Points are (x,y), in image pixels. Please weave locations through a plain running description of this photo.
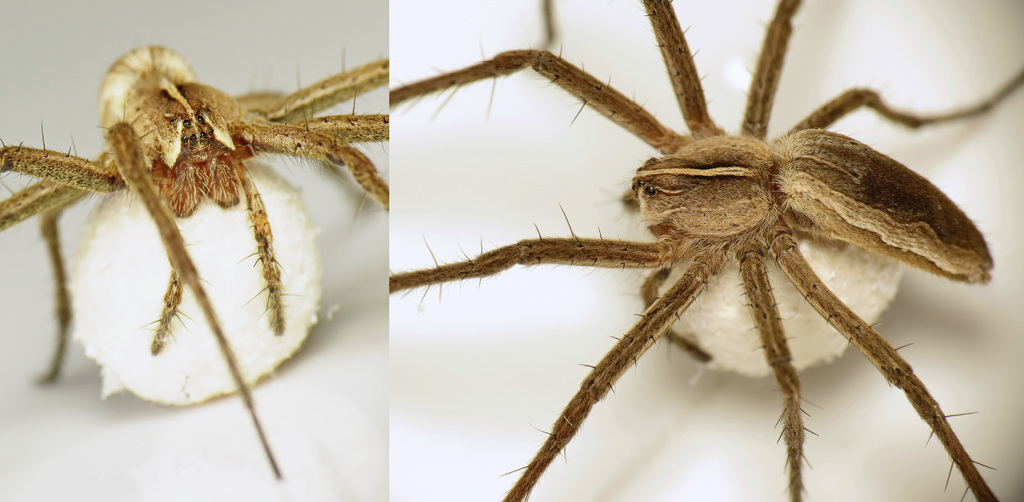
It is a collage picture. On the left side of the image (197,286), we can see a spider (279,290) on a white color object (248,315). And on the right side of the image (756,240), we can see one more spider (815,293) on a white color object (753,323). And we can see the white colored background (290,55).
